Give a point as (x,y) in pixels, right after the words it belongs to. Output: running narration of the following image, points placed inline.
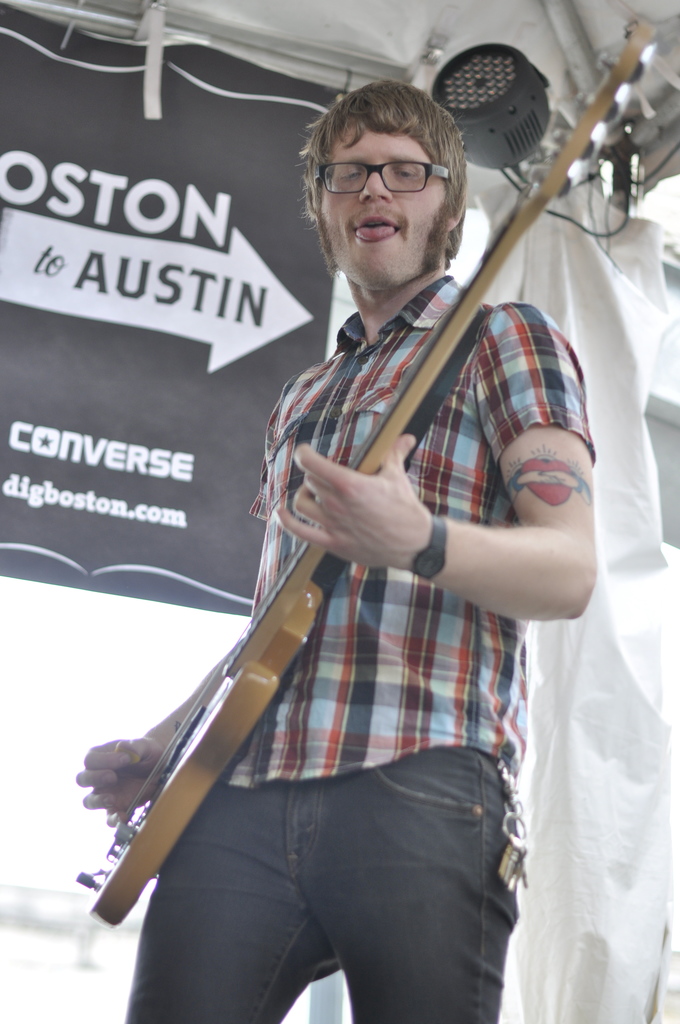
A person (424,250) is standing and playing guitar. There is a tattoo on his arm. There is a banner (119,414) and a light (505,140) at the back (499,115).
